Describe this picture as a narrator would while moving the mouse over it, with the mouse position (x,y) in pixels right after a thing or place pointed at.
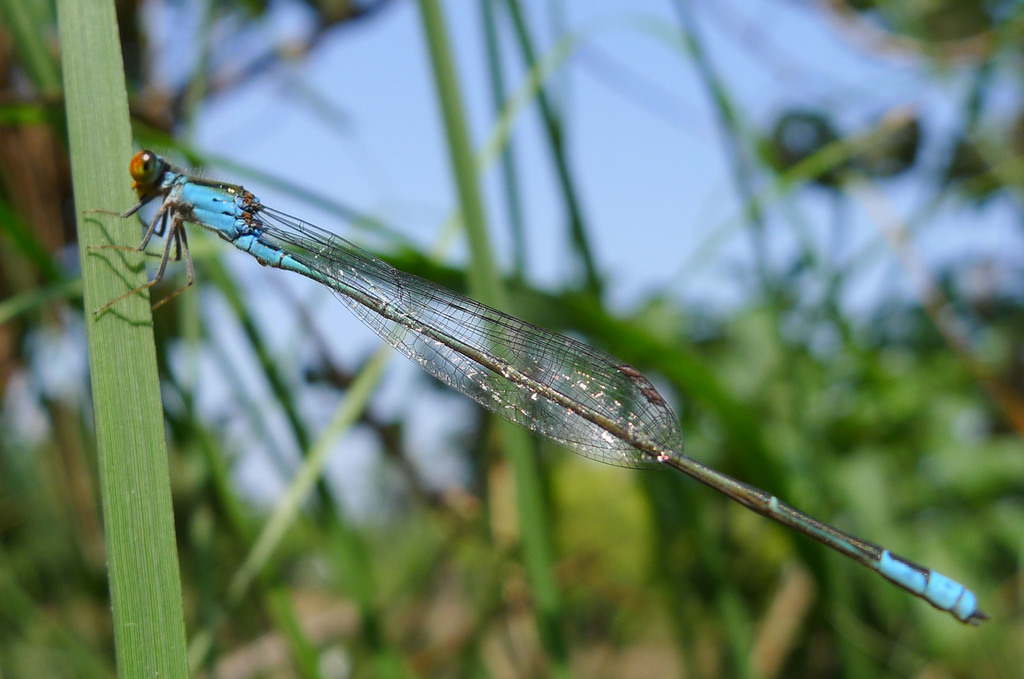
In this image I can see an insect (136,206) on the green grass (117,282). Background (908,368) is in green and blue color.
